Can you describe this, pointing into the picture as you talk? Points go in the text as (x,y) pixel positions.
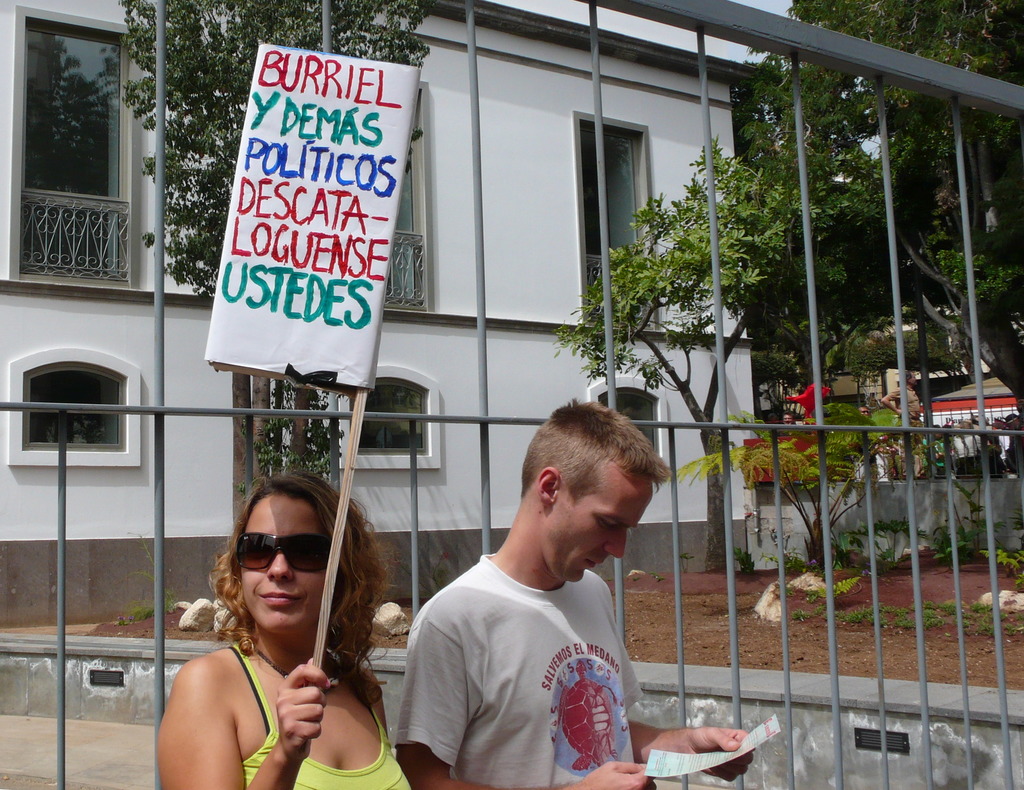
This image is taken outdoors. In the background (458,397) there is a building (456,243). There are few trees (846,339). There are few plants (836,483). There is a fence (917,568). There are a few rocks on the ground (705,635). In the middle of the image (584,425) there is a man (500,633) and a woman (317,668) standing on the ground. A woman (340,656) is holding a placard (336,297) with a text (321,196) on it and a man (572,731) is holding a paper (661,754) in his hands (691,747).
